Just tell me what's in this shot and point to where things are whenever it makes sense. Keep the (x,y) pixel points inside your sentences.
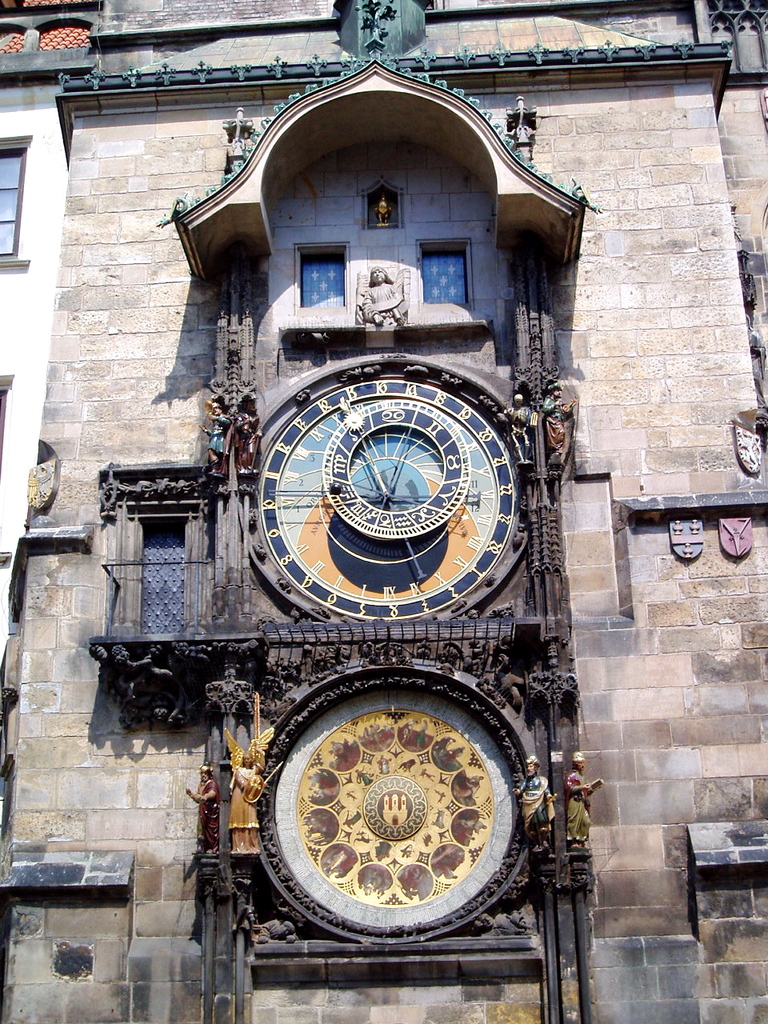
In the image there is a building (495,691) with a clock (332,417) in the middle (499,471) and a emblem (429,778) below it with statues (244,795) on either side of it.
